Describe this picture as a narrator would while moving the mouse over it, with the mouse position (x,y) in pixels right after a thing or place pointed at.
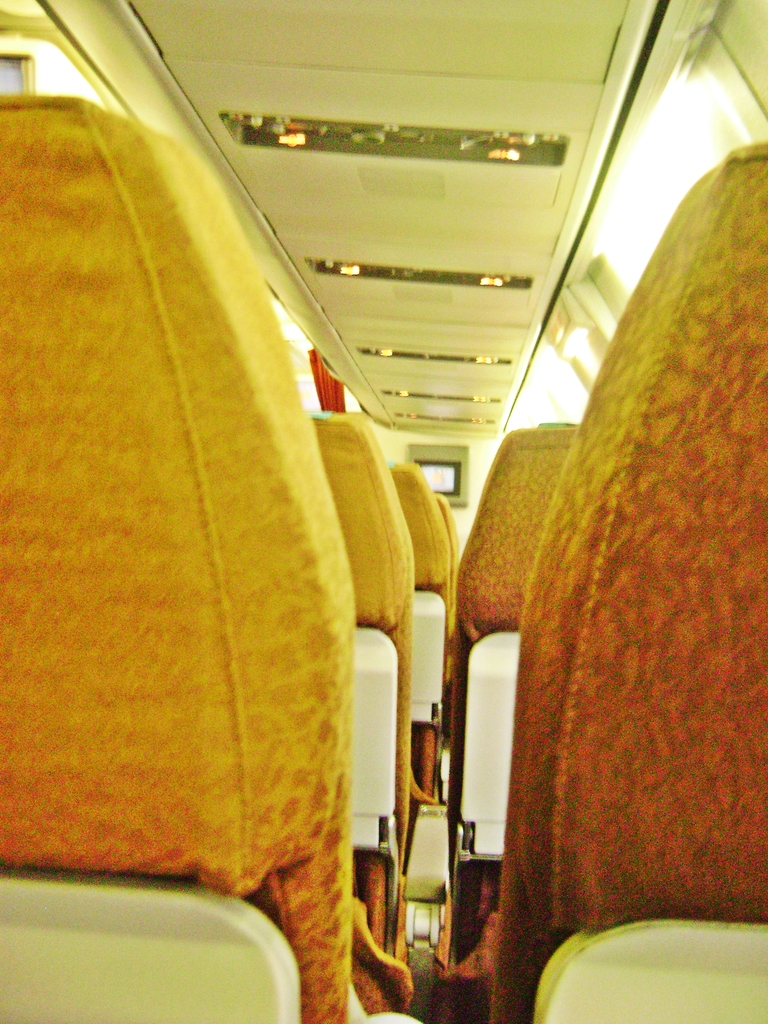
This image is taken inside of a flight (464,496) where we can see seats (537,540), windows (574,407) and a screen (451,482) in the background (456,482).
